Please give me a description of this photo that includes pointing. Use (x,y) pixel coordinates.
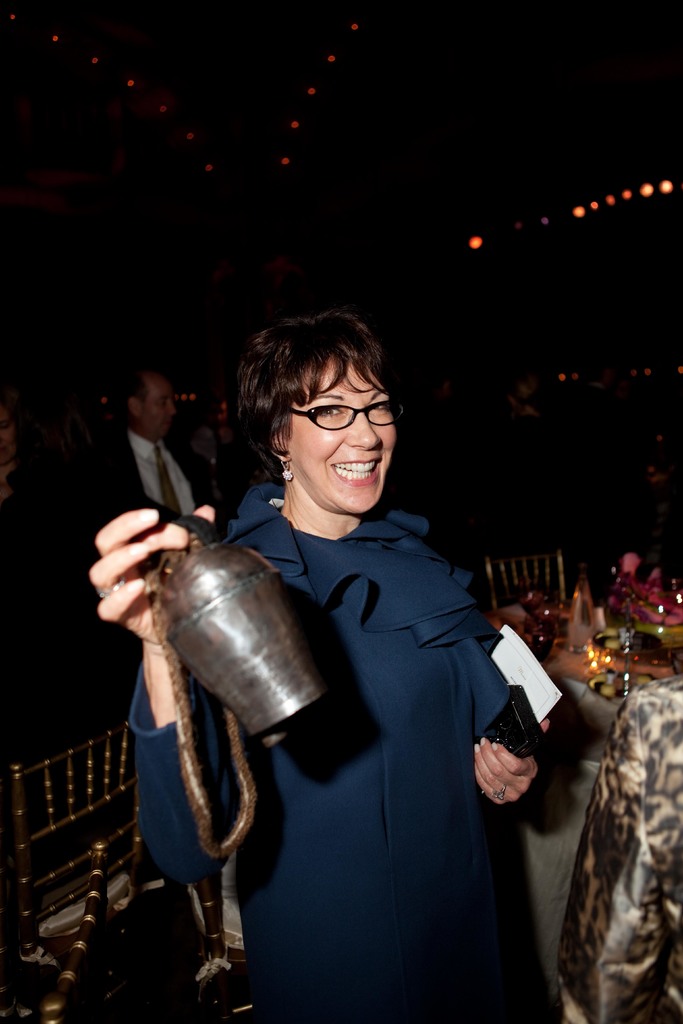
In this image there is a woman (417,696) standing on the floor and smiling by holding the bell (219,639) with her hand (141,610). There is a purse (519,733) and a paper (533,693) in her left hand (512,759). In the background (603,678) there is a table (618,667) on which there are flower vases (644,621) and glasses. There are chairs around the table (585,617). At the top (365,122) there is ceiling (405,148) with the lights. On the left side (146,430) there is a person (149,438) behind the woman (303,508).
